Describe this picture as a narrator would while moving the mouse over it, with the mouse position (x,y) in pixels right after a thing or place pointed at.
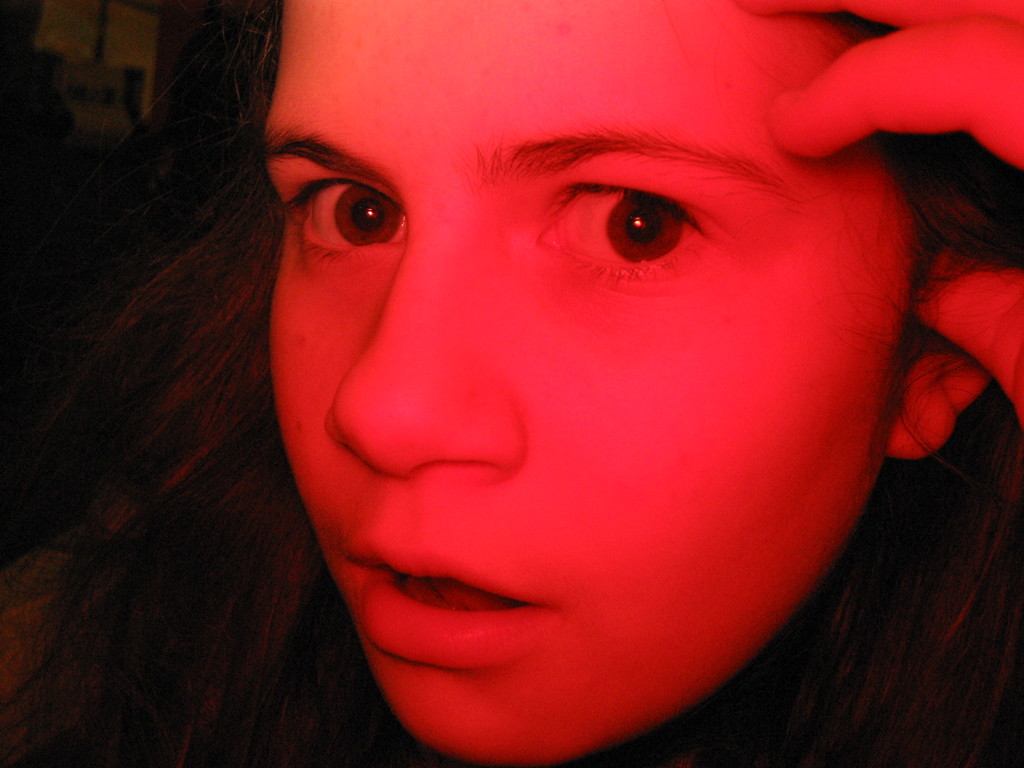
It looks like an edited image. We can see a woman head (471,175) and behind the woman head (264,181) there is the dark background (81,31).
